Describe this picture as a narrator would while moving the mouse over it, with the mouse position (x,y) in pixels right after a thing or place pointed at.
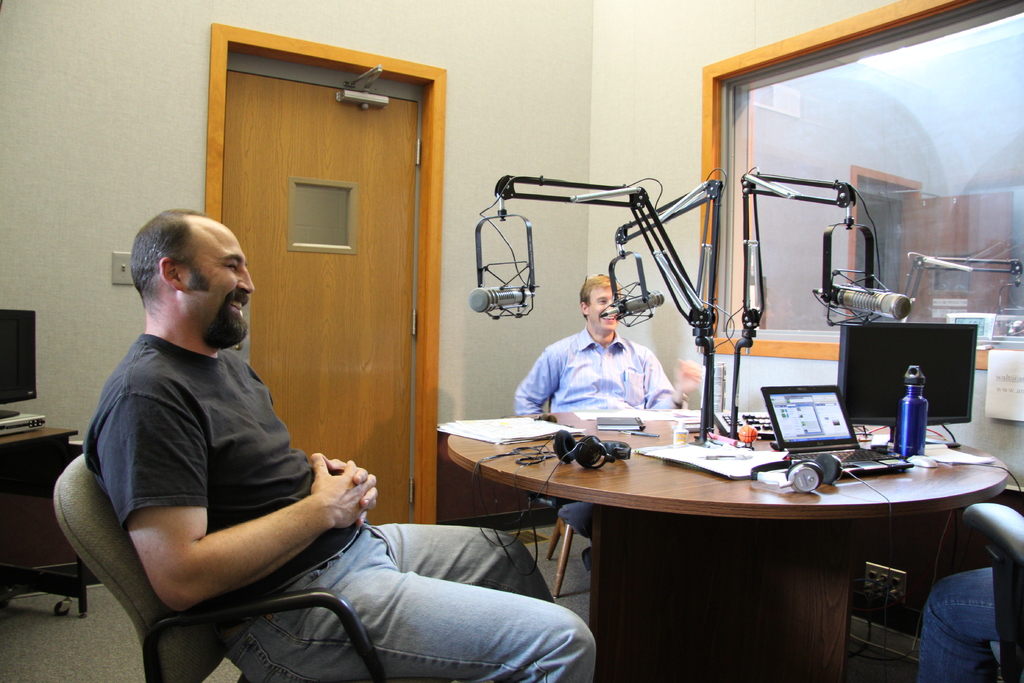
In this image i can see 2 persons (171,432) sitting on chairs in front of a table (573,472), i can see smile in both of their faces (587,315), On the table (673,479) i can see a laptop (800,457), few headsets (570,447), few papers (545,429), a water bottle (917,451) and 3 microphones (481,278). In the background (46,376) i can see a monitor (3,336), the wall (62,173), a switch board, a door (275,266) and the glass window (935,222).
